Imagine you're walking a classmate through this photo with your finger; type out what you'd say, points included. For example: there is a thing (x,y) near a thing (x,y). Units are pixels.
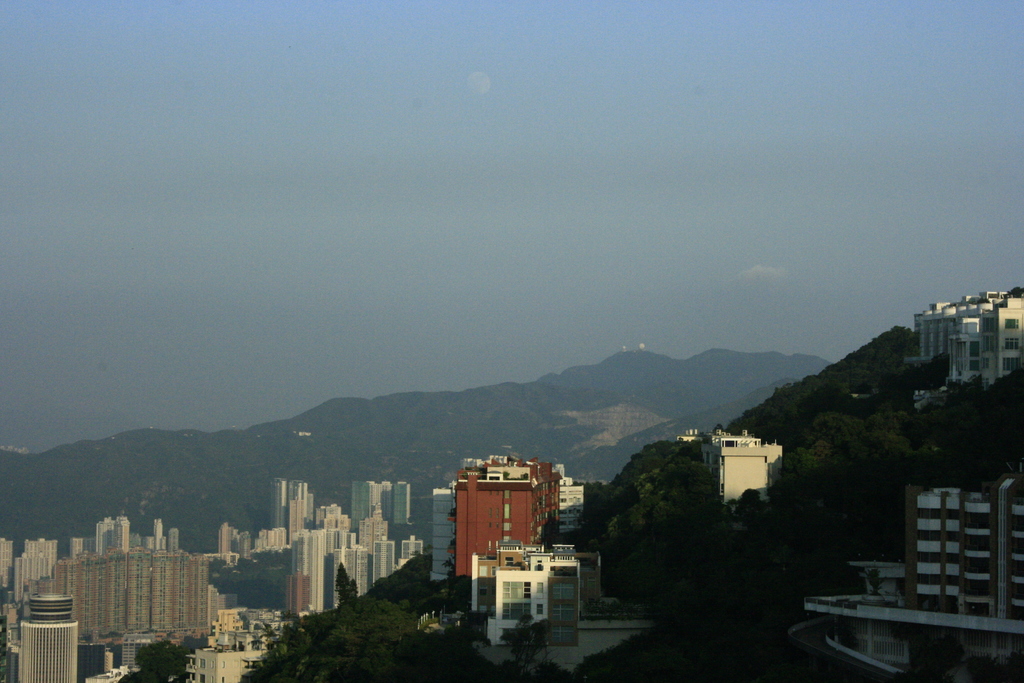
At the down there are buildings (347,560), in the middle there are trees (687,549). At the top (509,111) it is the sky (457,107).
